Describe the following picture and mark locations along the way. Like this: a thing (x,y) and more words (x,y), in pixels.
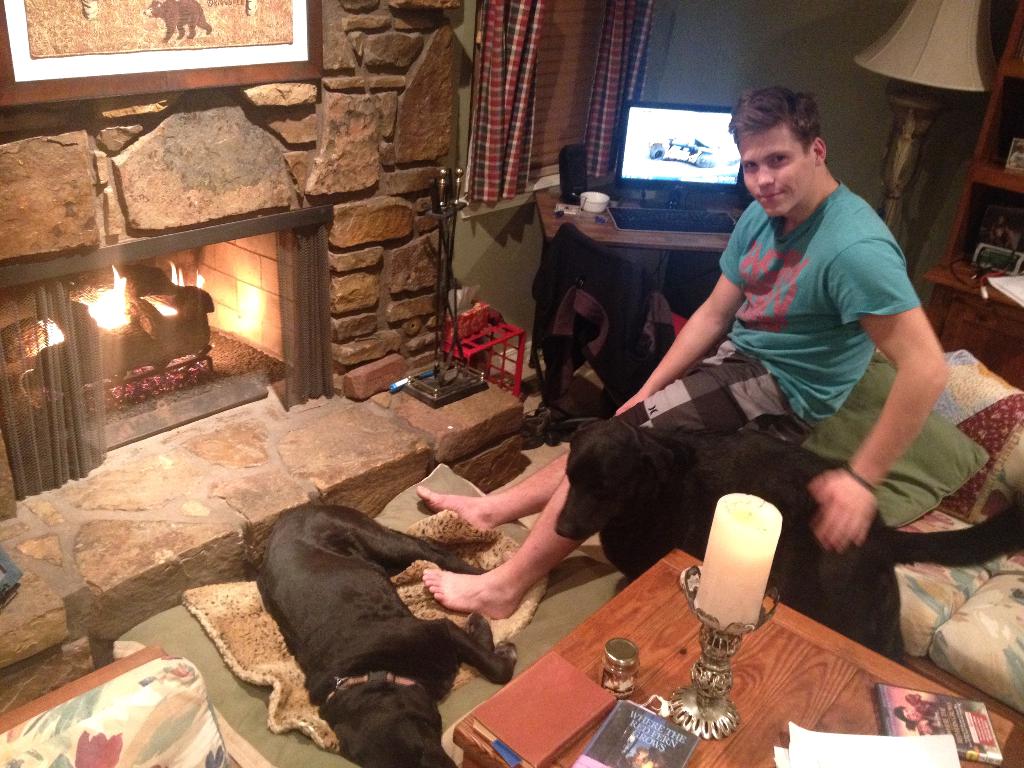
This photo is taken inside a room (473,467). A man (781,380) is sitting on a sofa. There are two dogs (359,631). Here there is a fire spot (196,319). On this corner (622,187) there is a desktop (655,167) on a table (620,243). behind the person (792,134) there is a lamp (904,64). Here is a window (572,45) these are curtains (623,76). On this table (656,692) there are books (577,718), candles (734,577), bottle (619,663). There is mat (259,665) on the floor (241,652). There is a painting (136,13) on the wall (197,158).
